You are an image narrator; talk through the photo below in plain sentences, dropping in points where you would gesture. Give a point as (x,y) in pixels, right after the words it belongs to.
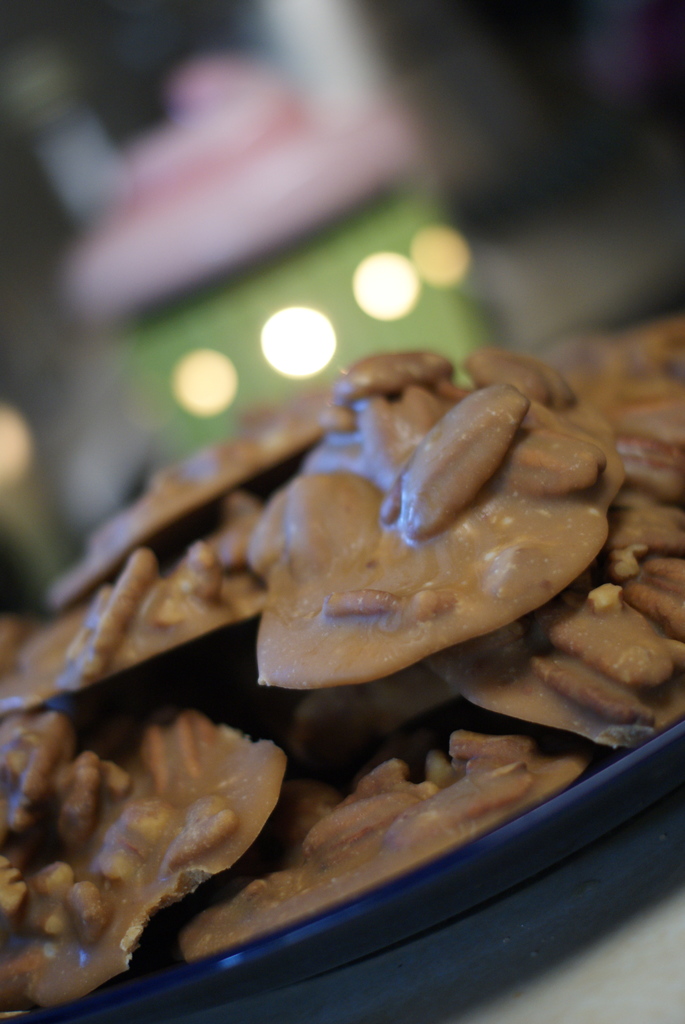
In this image we can see some food item (382,555) placed on the surface (634,924).
